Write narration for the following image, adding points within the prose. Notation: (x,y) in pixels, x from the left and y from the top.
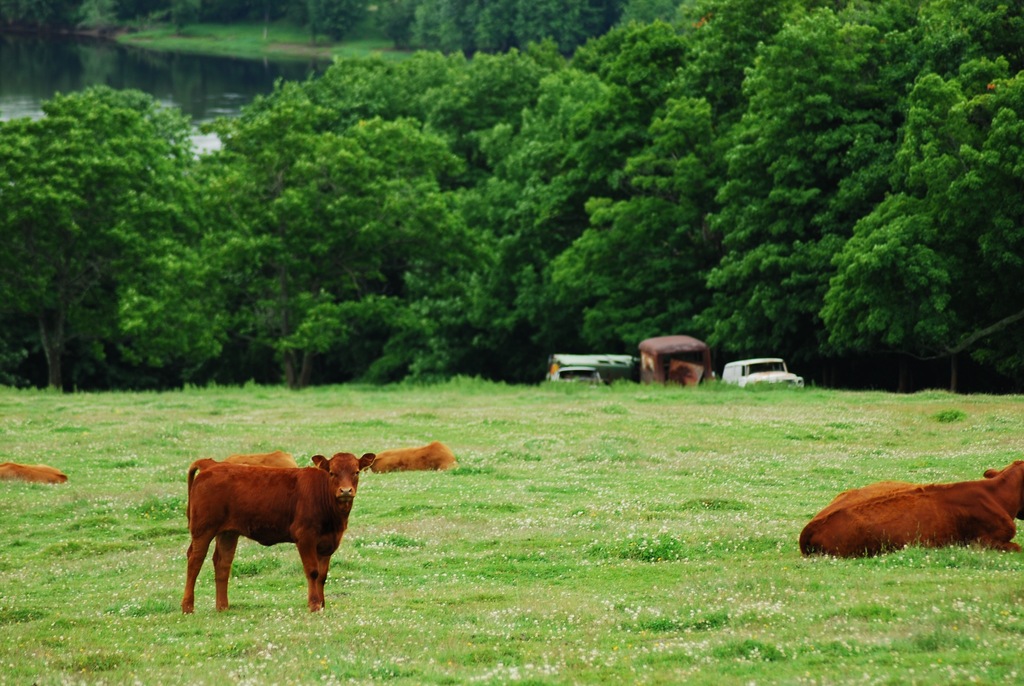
In this picture we can see animals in the grass (506,547) surrounded by trees (299,161) and river (122,51). In the background (652,343), we can see vehicles (566,365).
